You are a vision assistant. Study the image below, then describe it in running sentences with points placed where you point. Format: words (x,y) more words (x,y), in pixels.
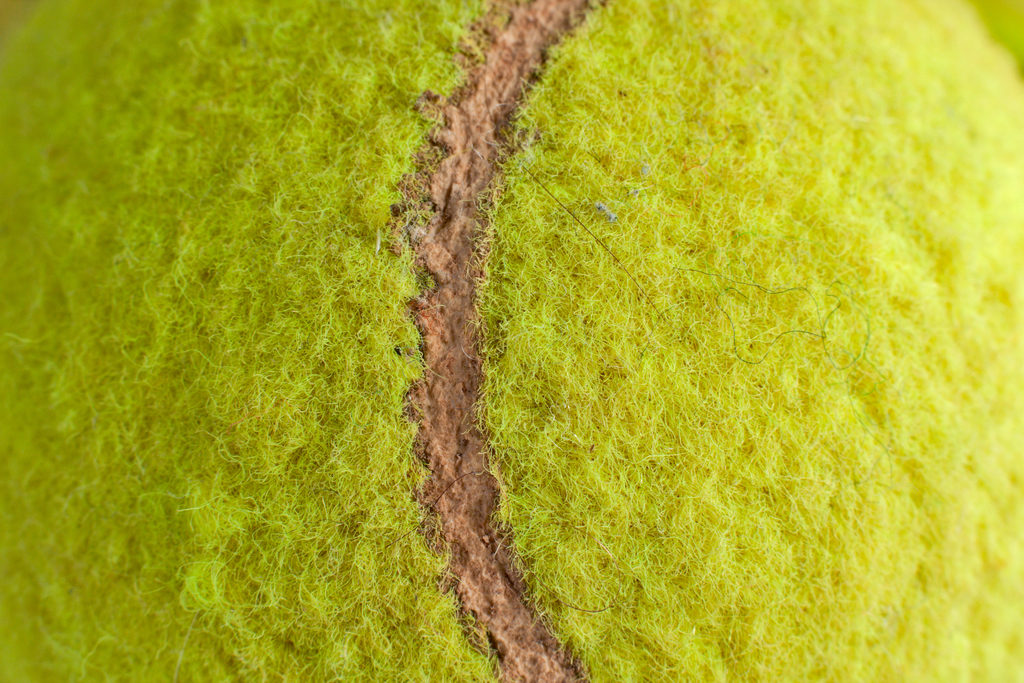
In this image there is a tennis ball (346,313).
